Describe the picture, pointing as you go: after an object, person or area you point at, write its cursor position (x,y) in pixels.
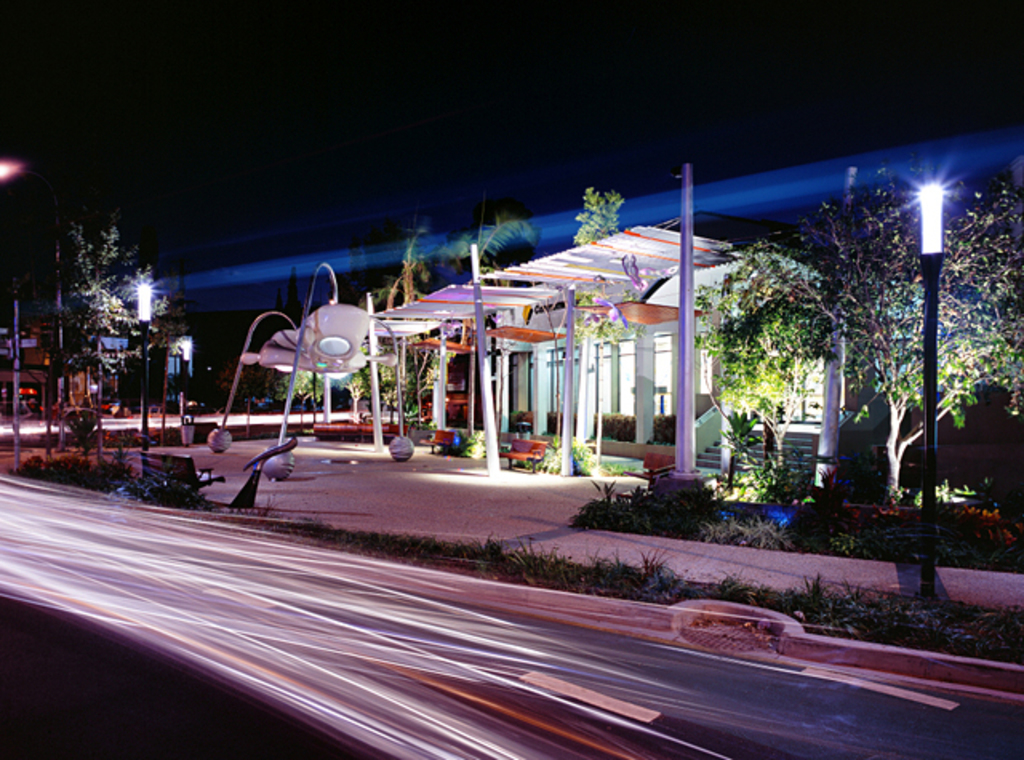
There is a road (514,623). Here we can see poles (16,386), lights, plants (550,448), trees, benches (536,446), and houses (25,397). There is a dark background (210,206).
